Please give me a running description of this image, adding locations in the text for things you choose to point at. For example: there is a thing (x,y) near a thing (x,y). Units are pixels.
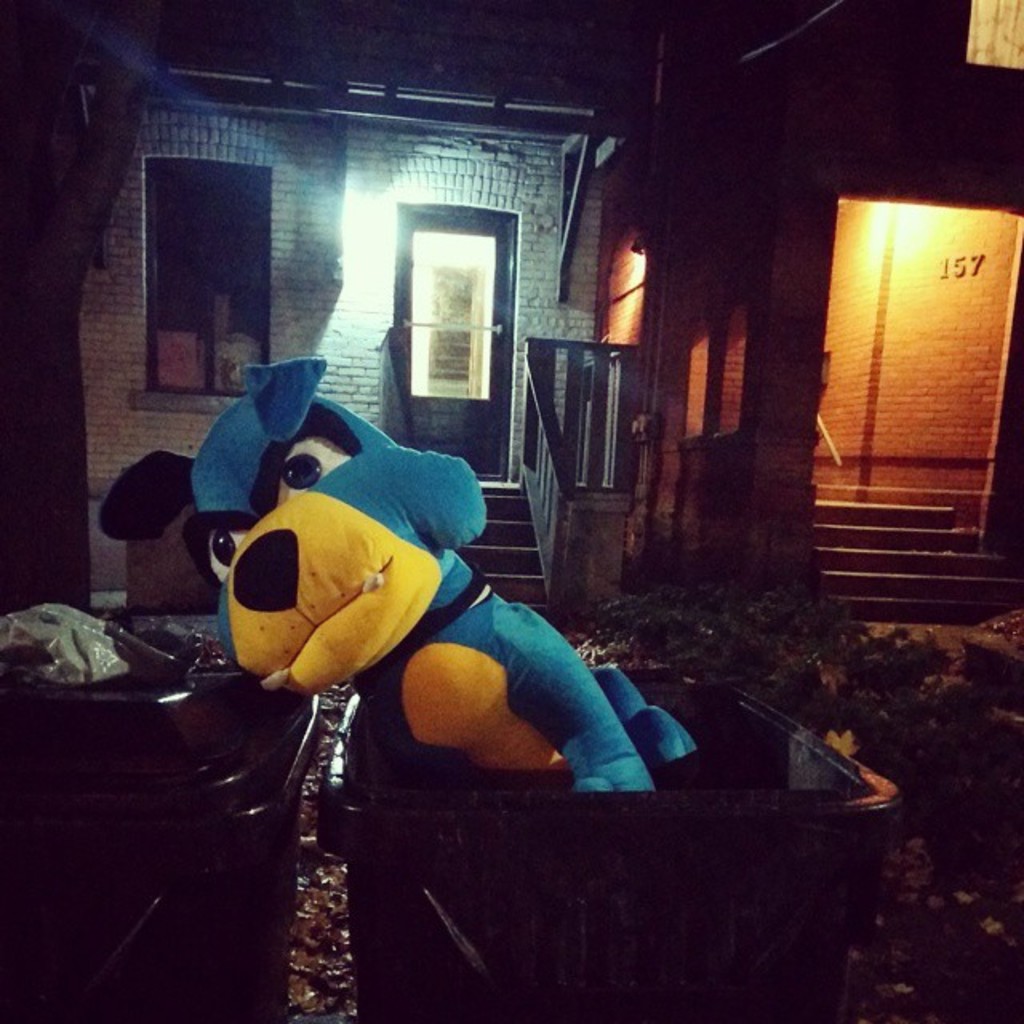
In this image, we can see a toy (459,672) in the bin (654,767) and in the background (735,325), there is a building (730,493) and we can see stairs (834,594).
